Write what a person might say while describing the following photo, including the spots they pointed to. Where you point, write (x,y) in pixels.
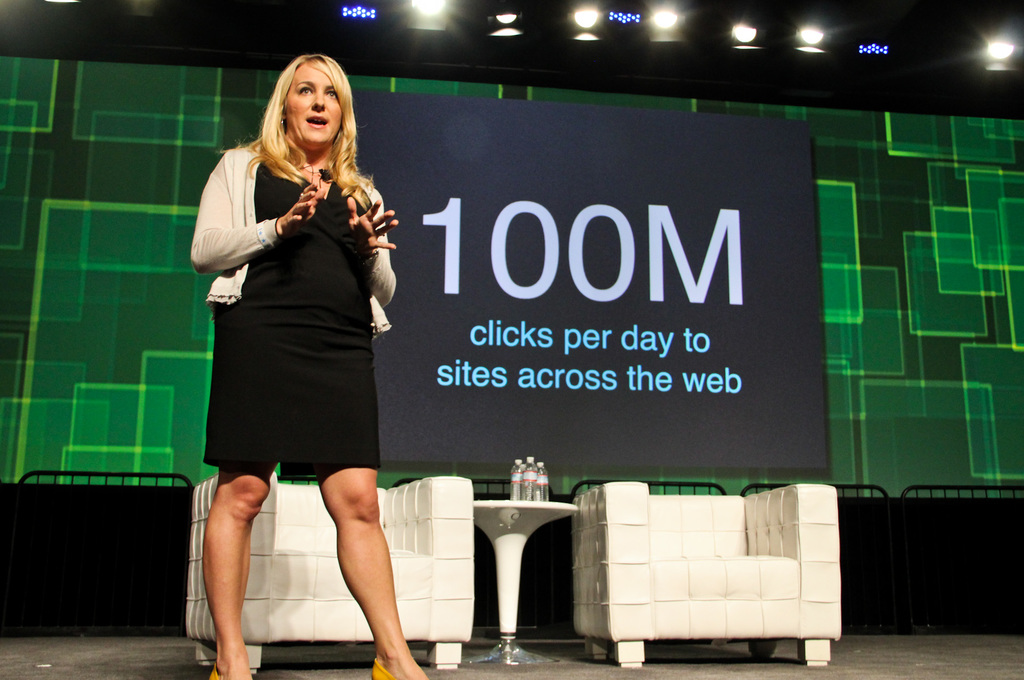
In this picture we can see a woman (355,326) is standing and speaking something, there are two couches (648,590) and a table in the middle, we can see bottles (540,484) on the table (525,508), in the background (576,385) there is a screen (734,279), we can see some text (663,264) on the screen (630,259), there are lights (989,48) at the top of the picture (652,27).
